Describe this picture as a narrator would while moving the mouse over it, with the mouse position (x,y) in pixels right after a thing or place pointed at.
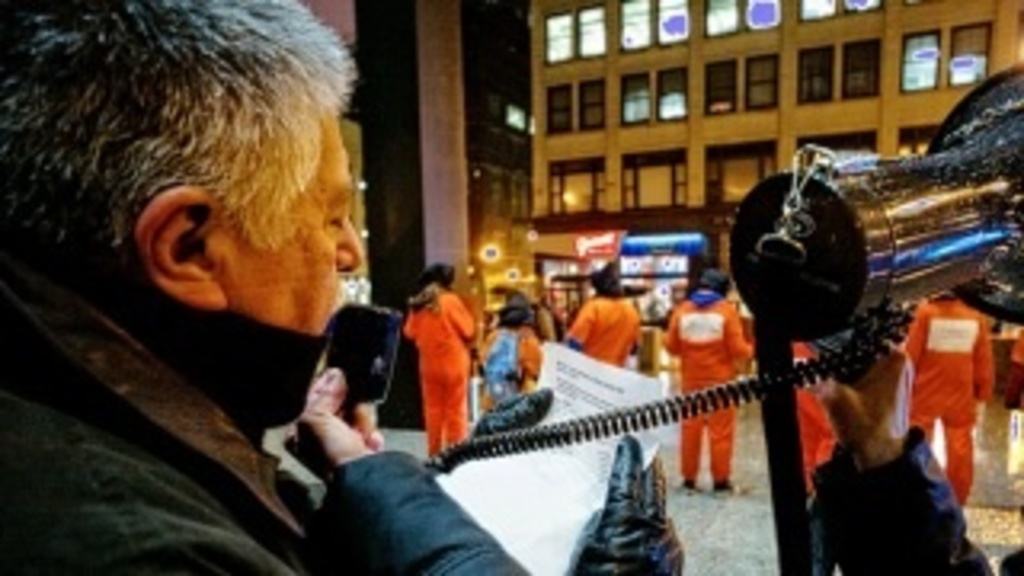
In this image we can see this person (253,476) wearing color jacket (267,471) and gloves (608,510) is holding a paper (540,552) and we can see another person's hand (894,444) holding microphone (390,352). In the background (944,366), we can see a few people (679,317) wearing orange color dresses (954,378) are standing on the floor (754,420) and we can see the building (804,20).
